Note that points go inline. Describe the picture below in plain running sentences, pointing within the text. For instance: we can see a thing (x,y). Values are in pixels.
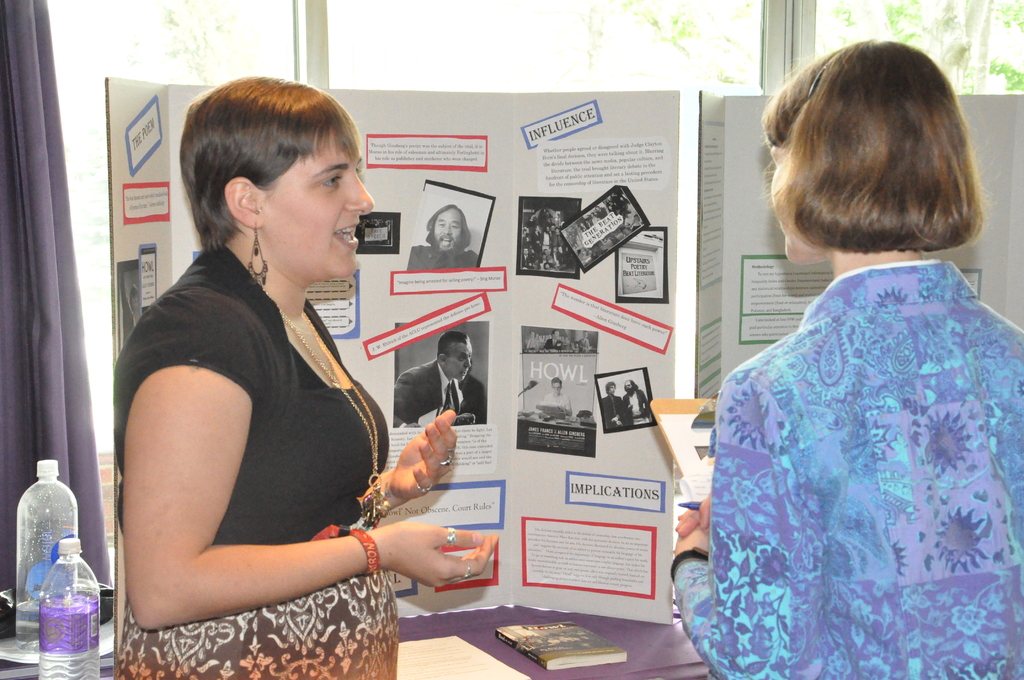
In this image I can see two women (198,529) are standing. I can also see few bottles (31,541) and few photos (428,414).
